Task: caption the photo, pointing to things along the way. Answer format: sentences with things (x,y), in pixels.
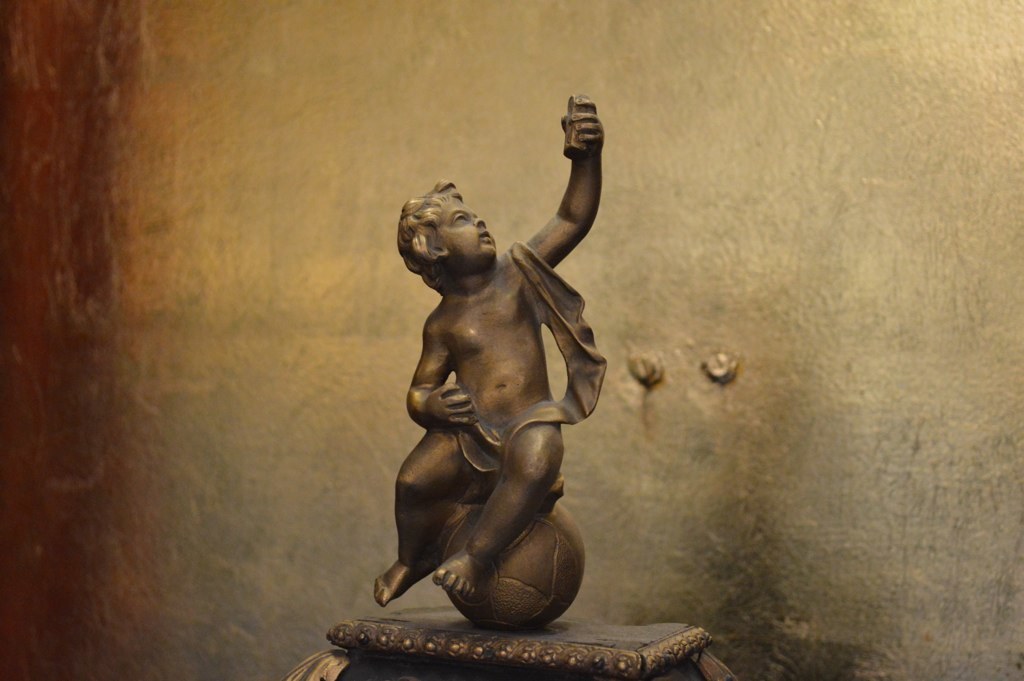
In this image I can see the statue (455,411) of the person (430,373) which is in brown color. And there is a cream and brown background (121,506).
